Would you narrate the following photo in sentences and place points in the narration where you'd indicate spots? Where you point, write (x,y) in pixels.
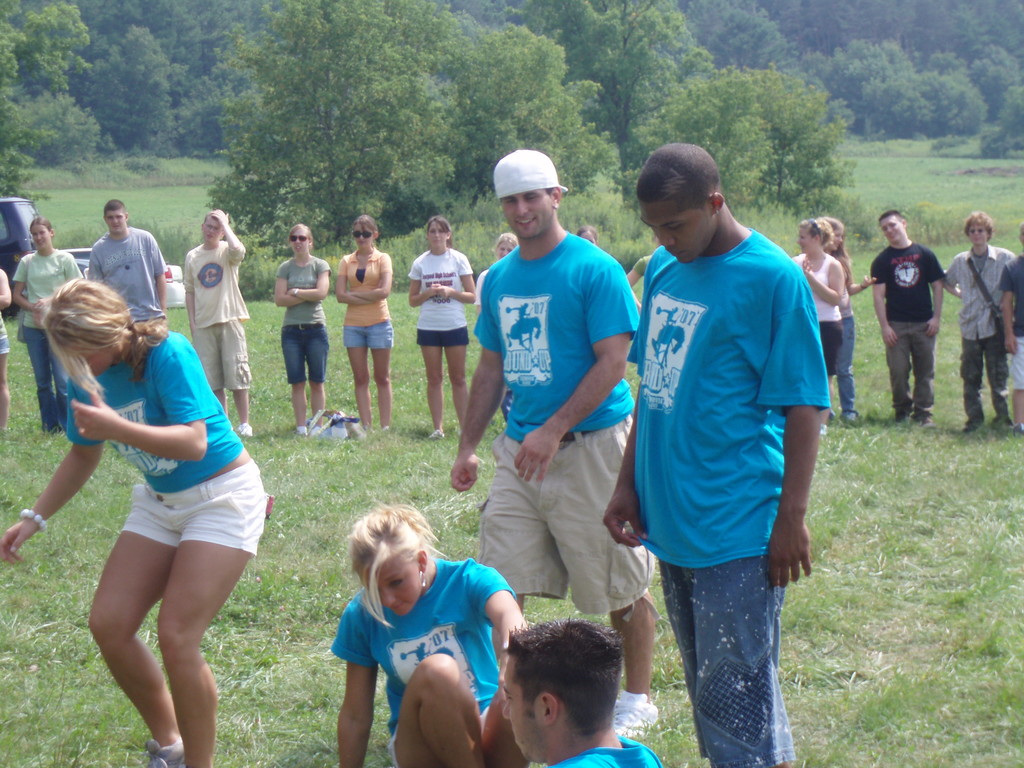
In this image there are five persons (557,484) doing some activity, in the background (914,263) there are people (225,286) standing and there are trees (412,80).
